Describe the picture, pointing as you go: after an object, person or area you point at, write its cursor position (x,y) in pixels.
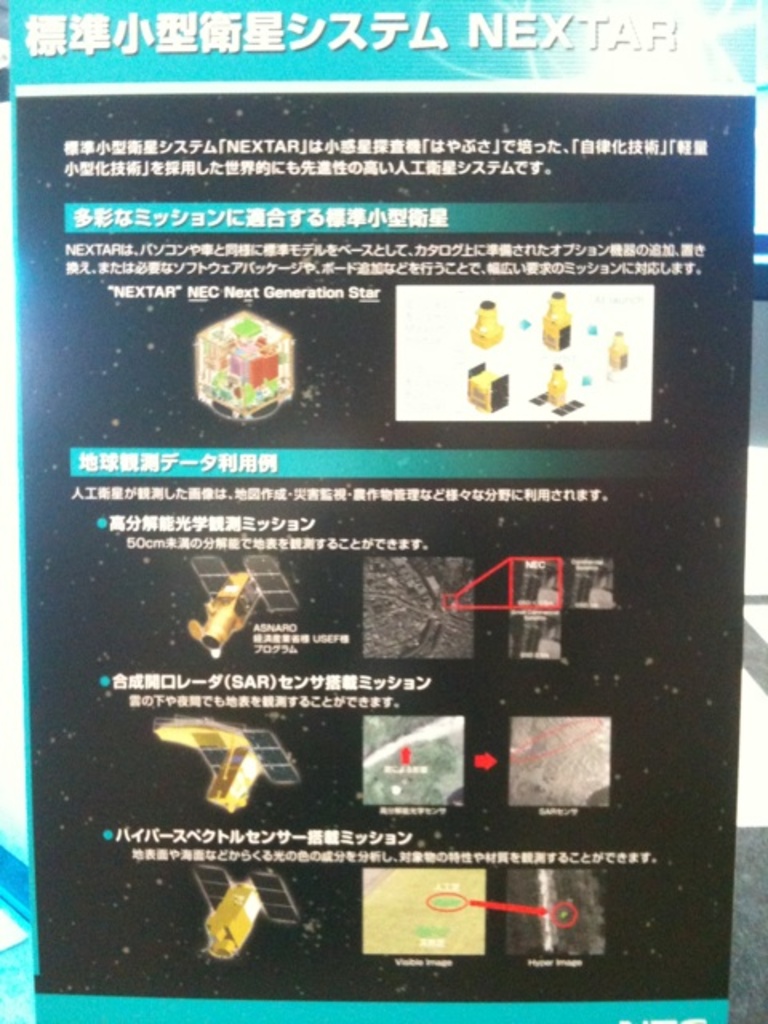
In this picture there is a poster (475,794) In that poster (303,528) we can see some satellites image (263,333). At the top (623,271) we can see a japanese language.
